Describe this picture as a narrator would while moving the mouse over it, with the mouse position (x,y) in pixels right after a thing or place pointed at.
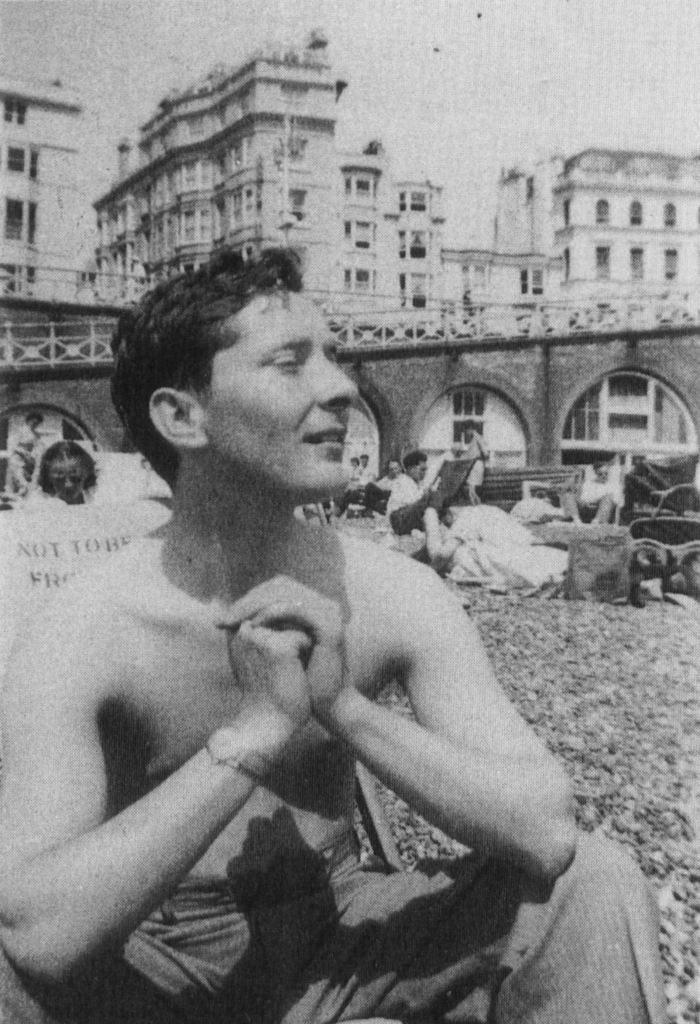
In this picture there is a old photograph of the man (366,873) sitting on the ground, shirtless and looking to the right side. Behind we can see some more person (431,558) sitting with the bags (567,548). In the background (594,309) there is a arch bridge (420,376) and some buildings (288,247).
